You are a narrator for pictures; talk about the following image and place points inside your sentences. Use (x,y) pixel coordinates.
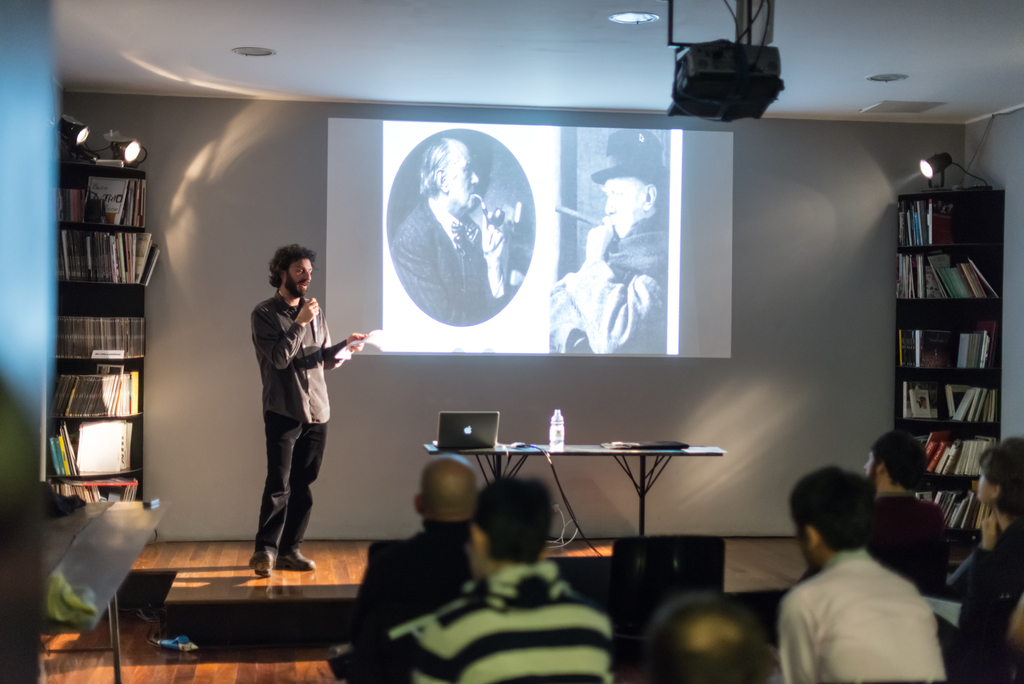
In this image I can see the group of people (557,601) with different color dresses (519,625). In-front of these people (475,664) I can see the person (276,554) standing and holding the mic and paper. To the side of the person (314,359) I can see the laptop (463,433), bottle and few objects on the table (612,454). I can also see the books (87,377) inside the rack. In the background (513,242) I can see the screen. And there are lights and the projector (752,103) in the top (686,93).
